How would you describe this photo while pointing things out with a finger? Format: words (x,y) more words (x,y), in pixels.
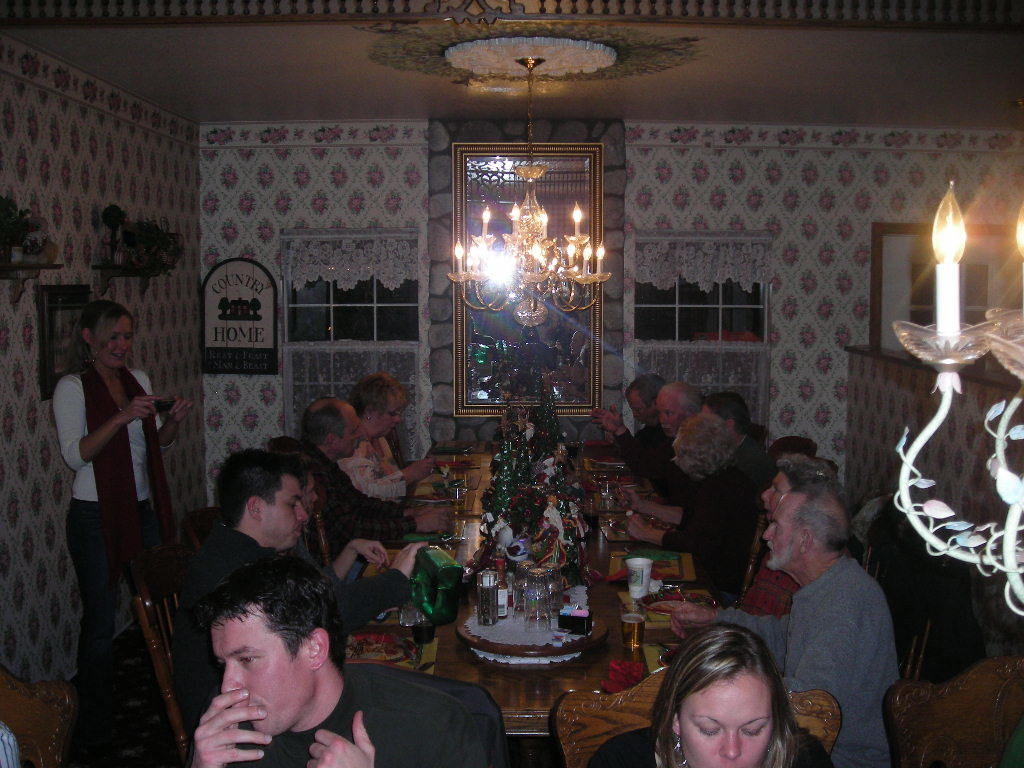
In this picture we can see some people (361,581) are sitting on the chairs (833,722) around the table (502,724). On the table (621,655) there are some bottles (485,576) and glasses (538,602). Here one person (106,340) is standing and taking a snap of them. And on the background (339,203) there is a wall (344,195). This is the ceiling light (525,254). And there is a candle (947,251).
